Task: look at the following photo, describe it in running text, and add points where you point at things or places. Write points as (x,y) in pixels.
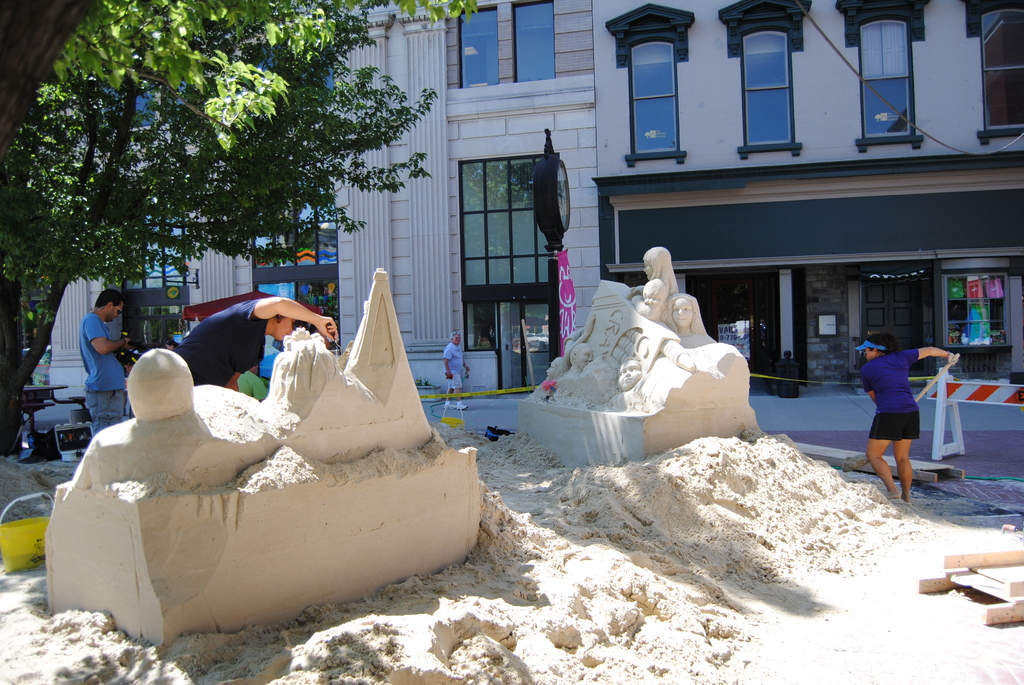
In the picture I can see two sculptures (198,403) which are made of sand (209,415) and there are few persons (207,329) standing on either sides of it and there is a tree (130,130) in the left corner (152,118) and there is a building (710,55) in the background (710,55).
